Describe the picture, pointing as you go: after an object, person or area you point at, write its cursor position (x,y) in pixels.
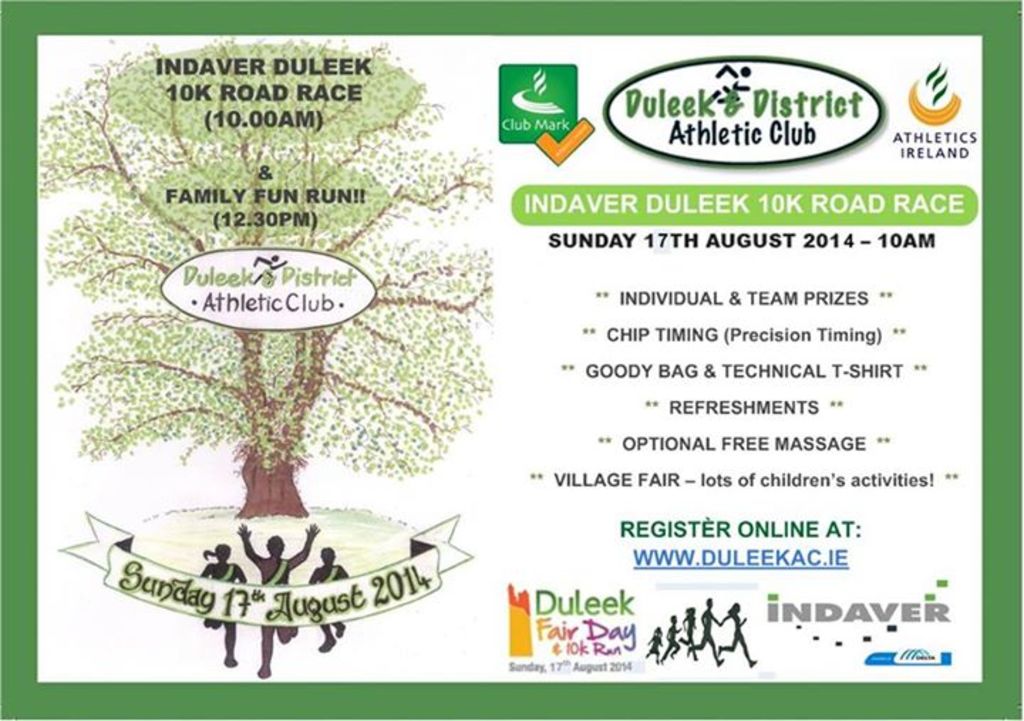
In this image it looks like a poster (356,281) in which there is a tree (253,444) on the left side (202,436). On the right side (702,330) there is some script (663,339). In front of the tree (276,502) there are few runners (281,582) running on the ground (328,530). It looks like a running race poster (402,520).
